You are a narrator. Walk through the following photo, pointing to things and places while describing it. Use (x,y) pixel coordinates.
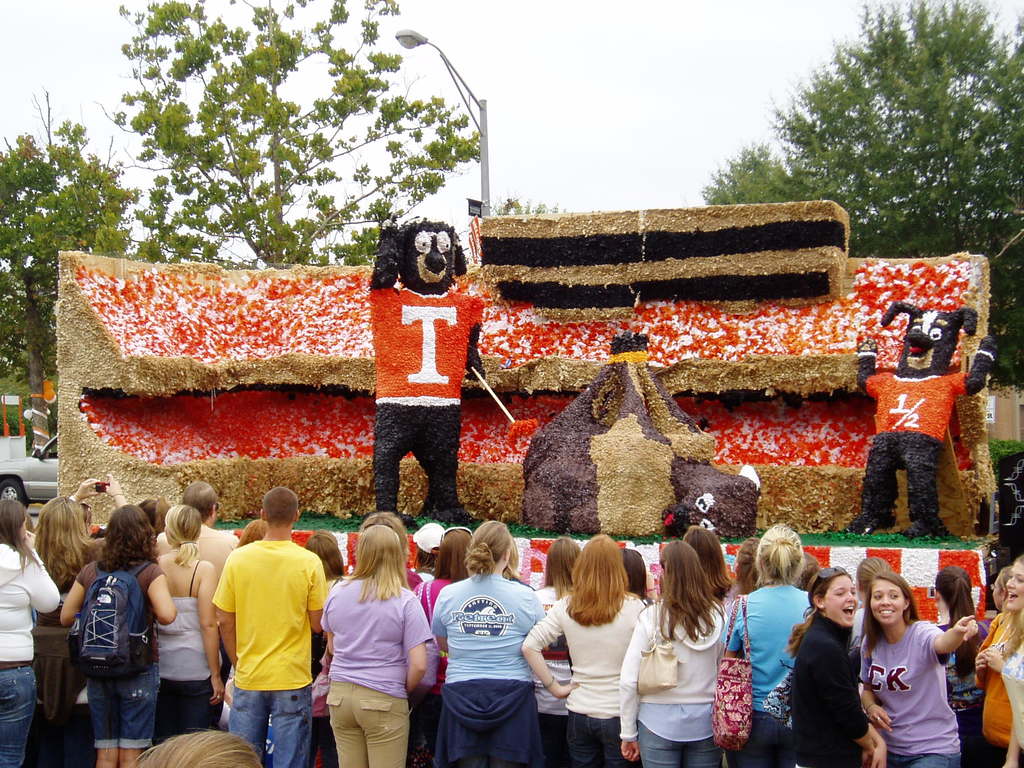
Here we can see group of people (683,687). There are toys (435,509). In the background (1003,254) we can see trees (946,247), pole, and sky (595,118).
